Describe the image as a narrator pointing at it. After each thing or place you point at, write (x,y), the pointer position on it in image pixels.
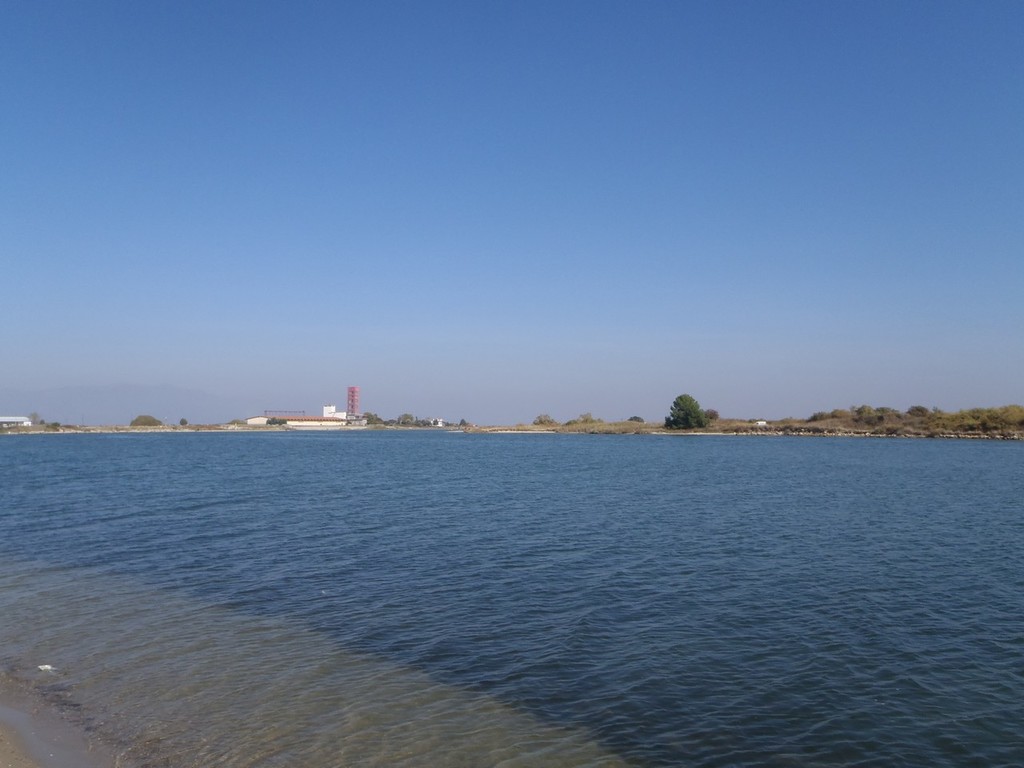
In the image there is a sea (341,536) in the front (498,572) and behind there are trees (698,428) on the land (272,423) with a tower (359,393) and building (256,418) in the middle (362,417) and above its sky (288,165).
